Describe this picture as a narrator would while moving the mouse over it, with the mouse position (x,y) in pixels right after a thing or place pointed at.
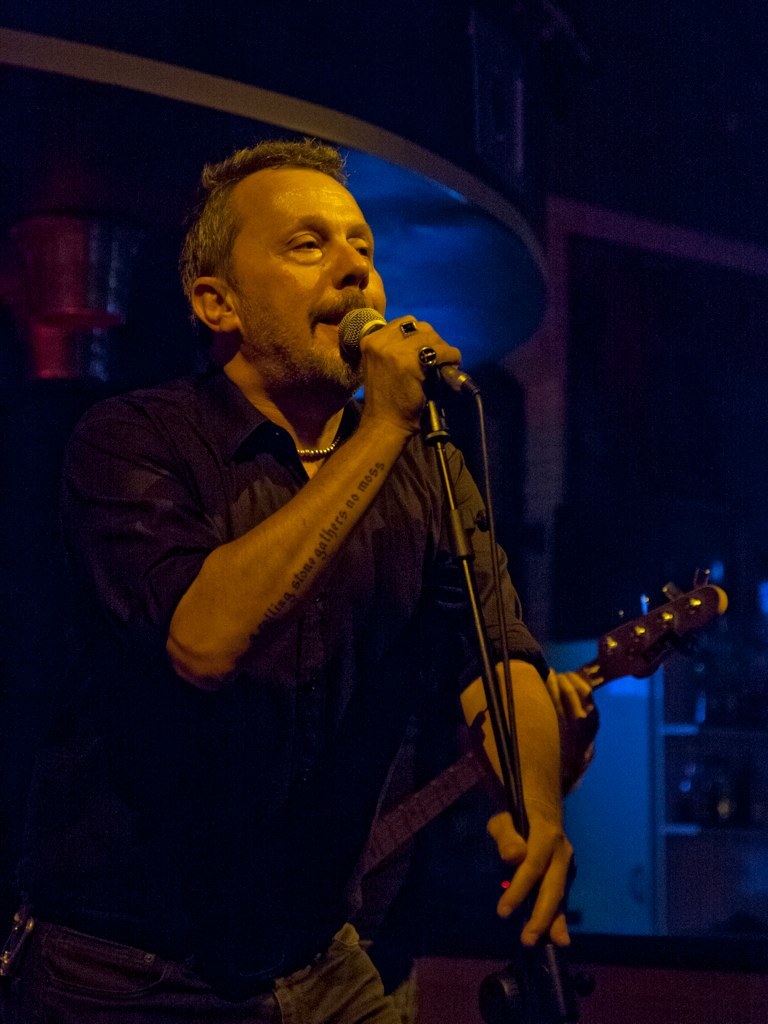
This picture is clicked in a musical concert. Man (207,638) in black shirt (364,626) is holding microphone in his hand (402,345) and he is singing on it and this picture is taken in dark.
